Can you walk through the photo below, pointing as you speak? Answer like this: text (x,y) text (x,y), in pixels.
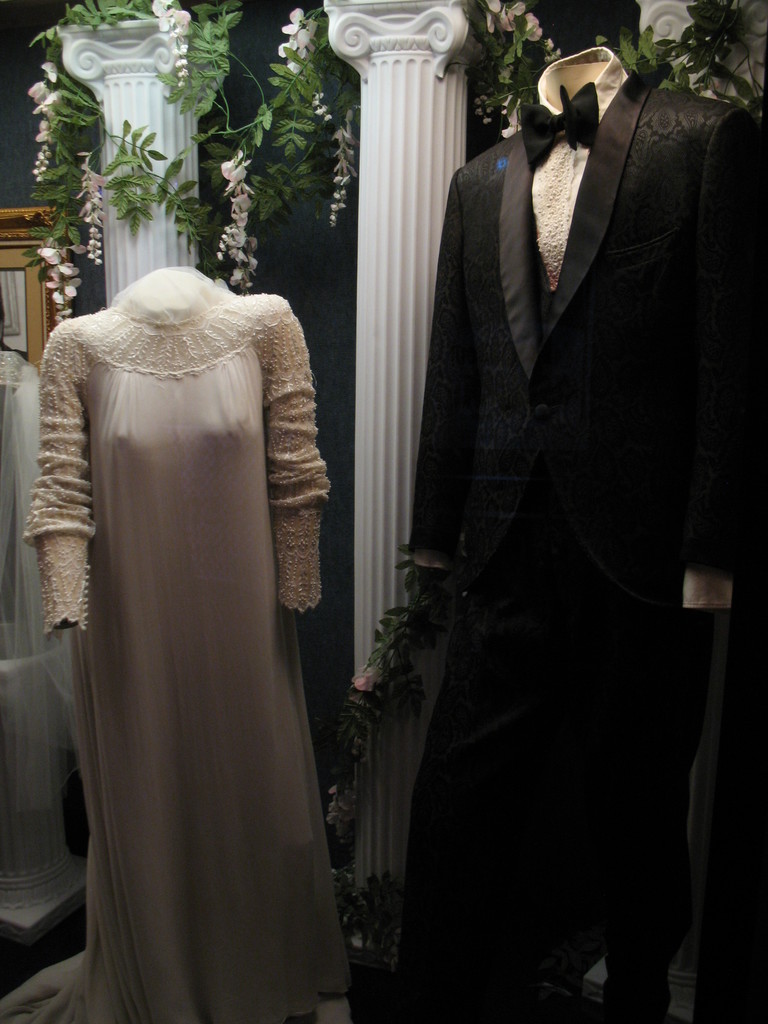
In the foreground of the picture (254,521) there are mannequins (203,692) and dresses (688,267). At the top (283,67) there are flowers (317,100), leaves (517,45) and pillars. On the left (27,303) there are dress (3,466) and frame (21,256).
